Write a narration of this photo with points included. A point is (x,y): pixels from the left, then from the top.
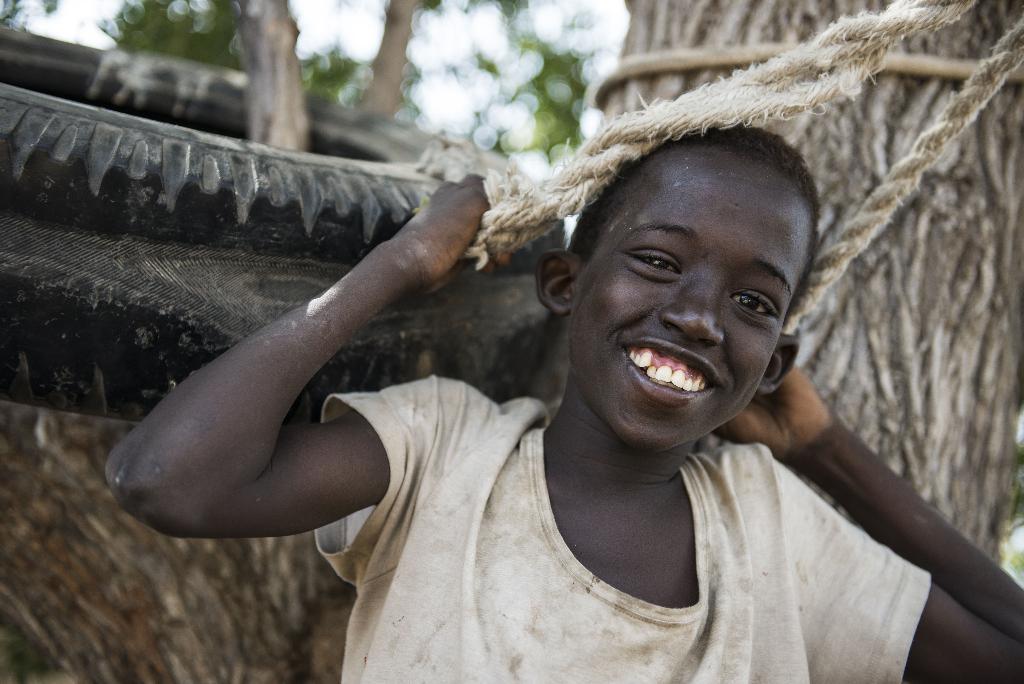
In front of the picture, we see a boy (782,495) is smiling and he is posing for the photo. He is holding the ropes (557,179) in his hands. Beside him, we see a tyre (192,178). Behind him, we see the stems (877,328) of the trees (824,228). In the background (346,75), we see the trees (369,77) and the sky (417,89). This picture is blurred in the background (492,132).
